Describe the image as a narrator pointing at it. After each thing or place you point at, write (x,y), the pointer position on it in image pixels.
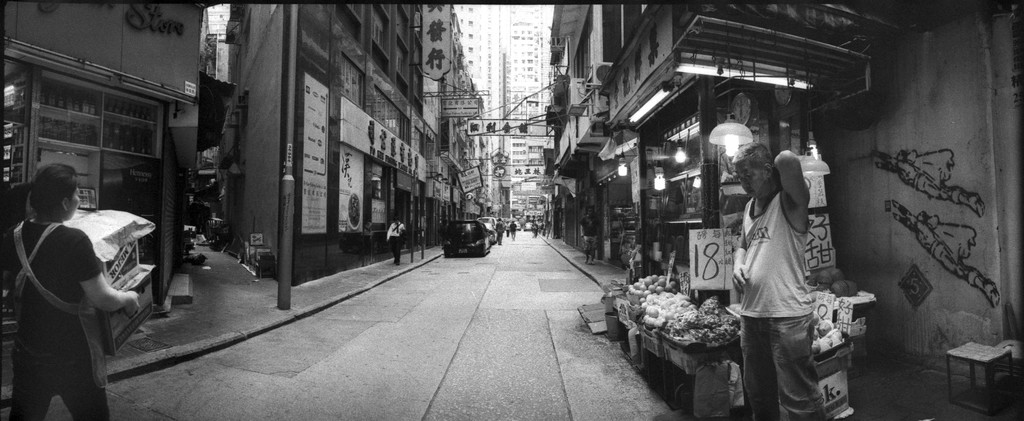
In this image there are buildings (344,224) with some text (474,101), people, metal poles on the left (324,44) and right corner (885,221). There is a road (529,313) at the bottom (554,370). There are people (502,230), vehicles (479,224) and buildings (539,214) in the background (496,231).
